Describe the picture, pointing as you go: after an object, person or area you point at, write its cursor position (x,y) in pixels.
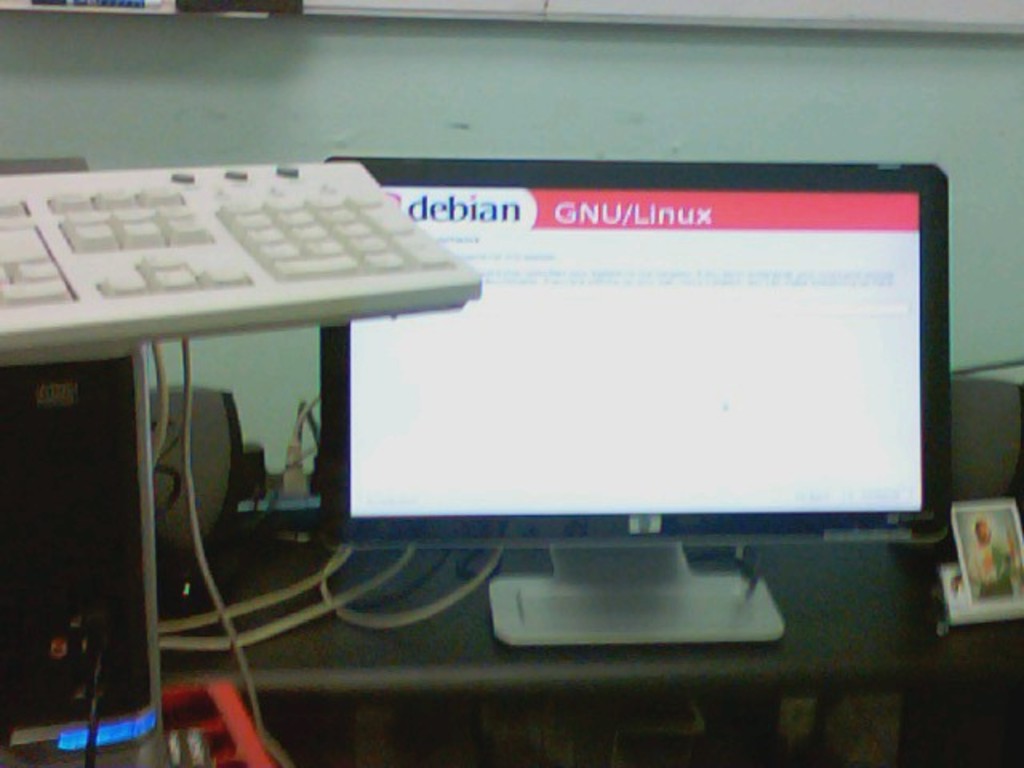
In this image there is a monitor (647,442) in the center (591,438) and on the left side (98,606) there is a CPU (88,567) on the CPU (86,405) there is a keyboard (202,309) which is white in colour. In the center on the table (337,589) there are wires (296,588), there is a speaker (223,481), and there is a frame (989,573). In the background (495,93) there is a wall (366,96) which is green in colour.
